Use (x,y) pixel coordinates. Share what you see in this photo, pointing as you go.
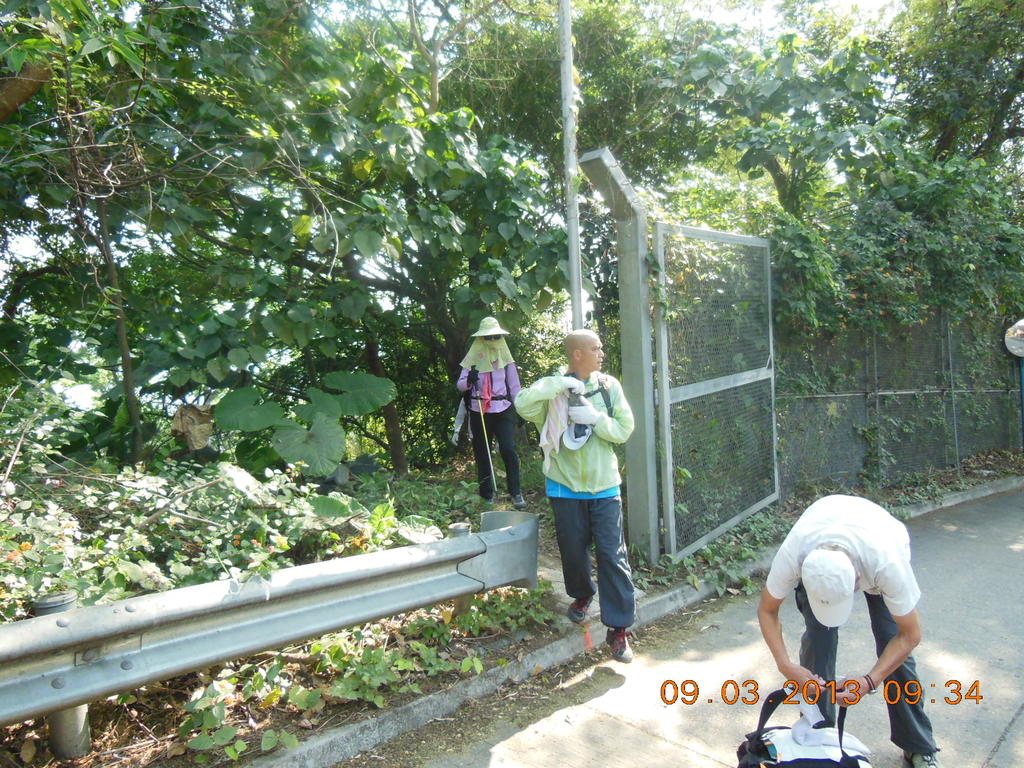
In this image we can see persons (492,418) standing on the road (651,648), creepers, trees (531,160), barriers (236,600), fencing (746,342) and sky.
